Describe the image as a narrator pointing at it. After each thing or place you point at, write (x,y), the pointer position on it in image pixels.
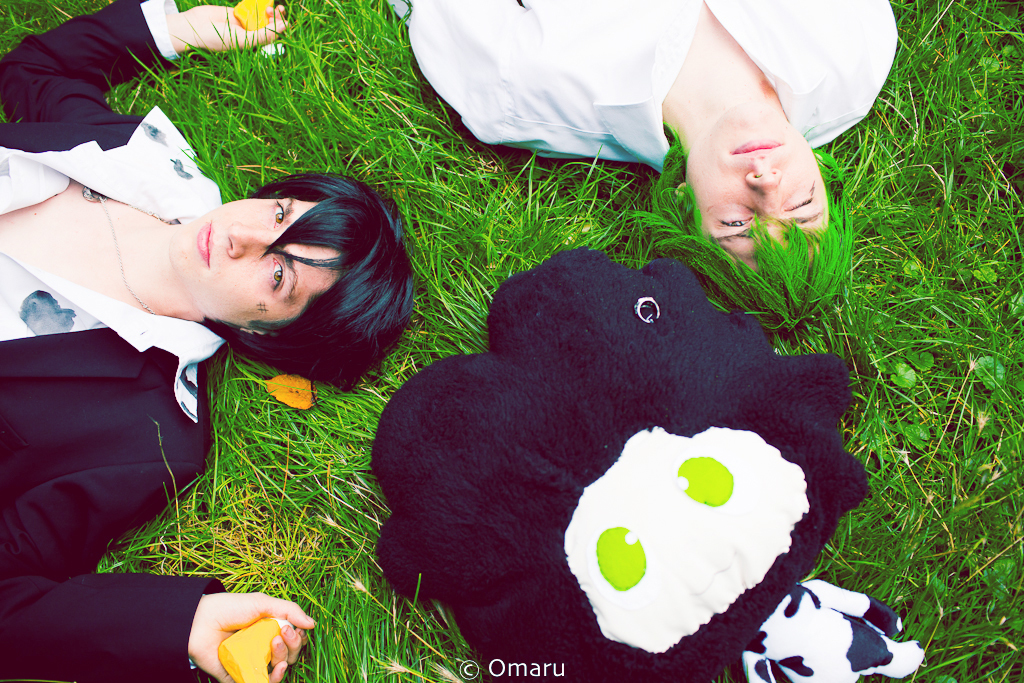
In this image there is one person (185,356) lying on a grass (216,467) at left side of this image (202,286) and there is one another person (603,139) is at top of this image (662,90). There is one toy (503,470) at bottom of this image (561,519) and as we can see there is some grass (427,277) in the background (342,544).
